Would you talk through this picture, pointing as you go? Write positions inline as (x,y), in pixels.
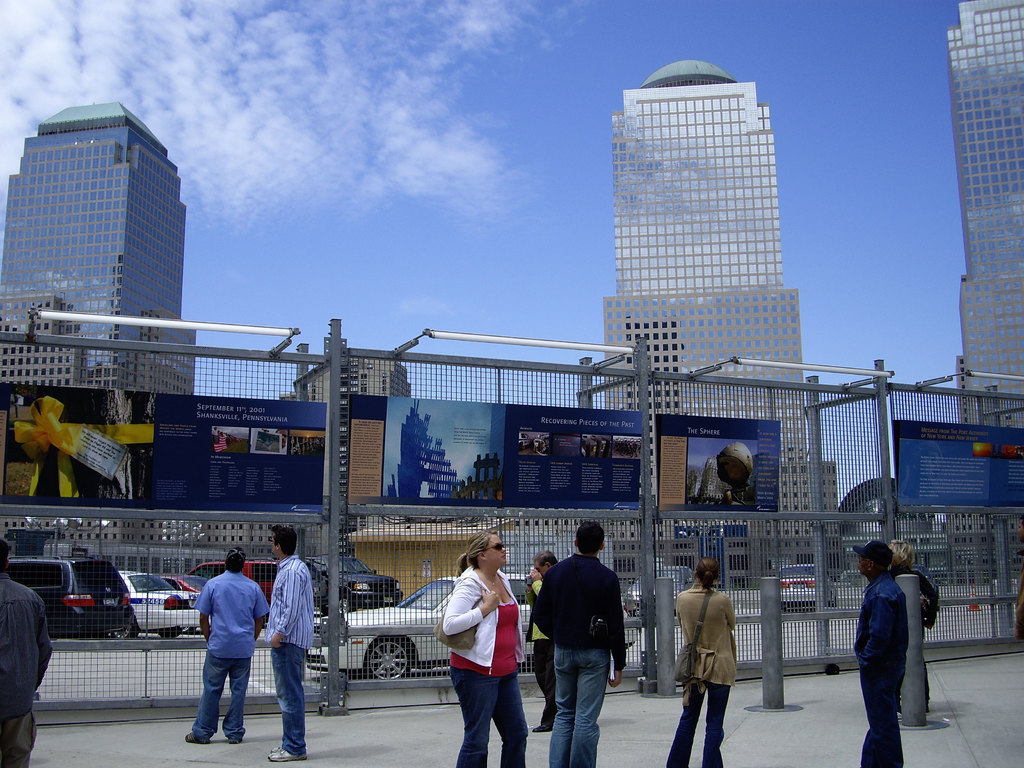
In the picture I can see people (505,657) and fence (520,513) which has boards (432,475) attached to it. In the background (435,601) I can see buildings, the sky (548,352), vehicles (358,589) on road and some other objects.
